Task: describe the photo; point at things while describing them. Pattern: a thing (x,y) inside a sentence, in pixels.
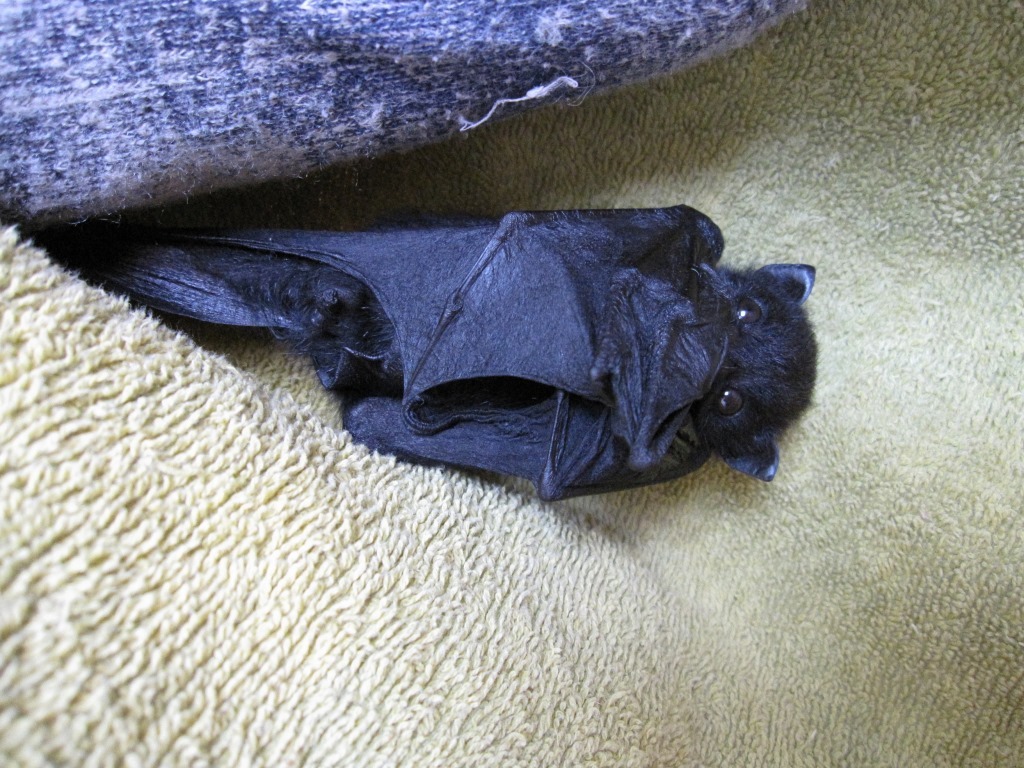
This image consists of a bat (661,404) in black color. At the bottom (661,590), there is towel (519,590). At the top (232,72), there is a blanket (181,60).
